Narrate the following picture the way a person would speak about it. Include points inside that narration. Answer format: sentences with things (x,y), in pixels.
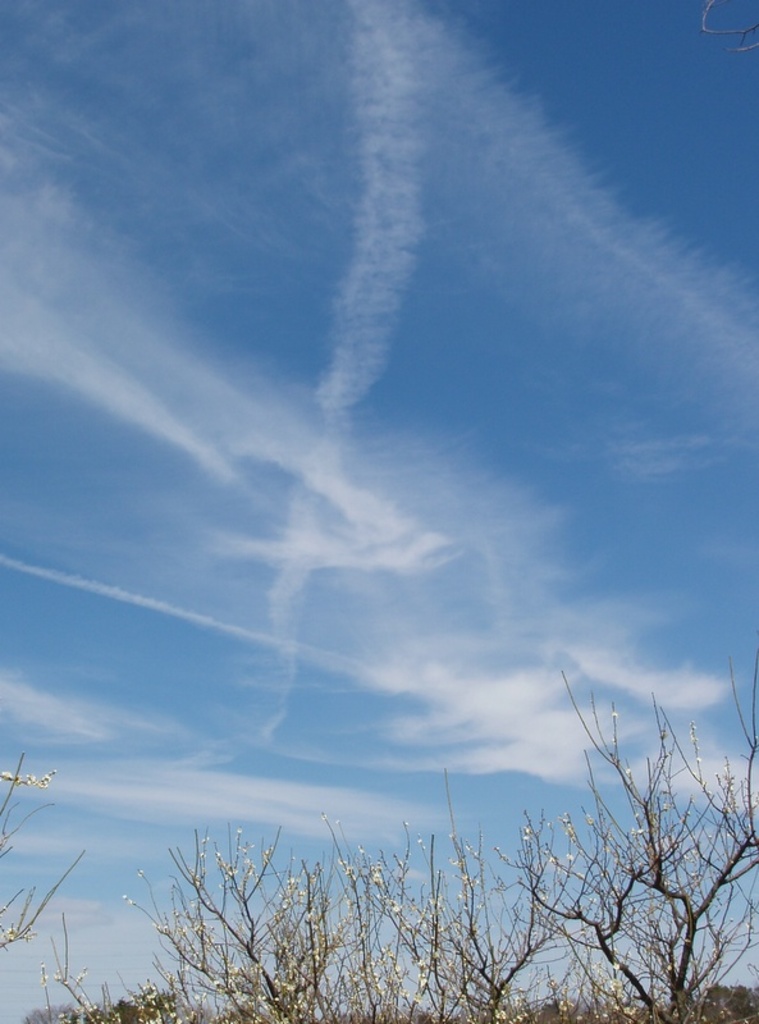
In this picture I can observe some plants (312,943) on the ground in the bottom of the picture (281,919). In the background (342,495) there are some clouds (477,741) in the sky (284,370).
